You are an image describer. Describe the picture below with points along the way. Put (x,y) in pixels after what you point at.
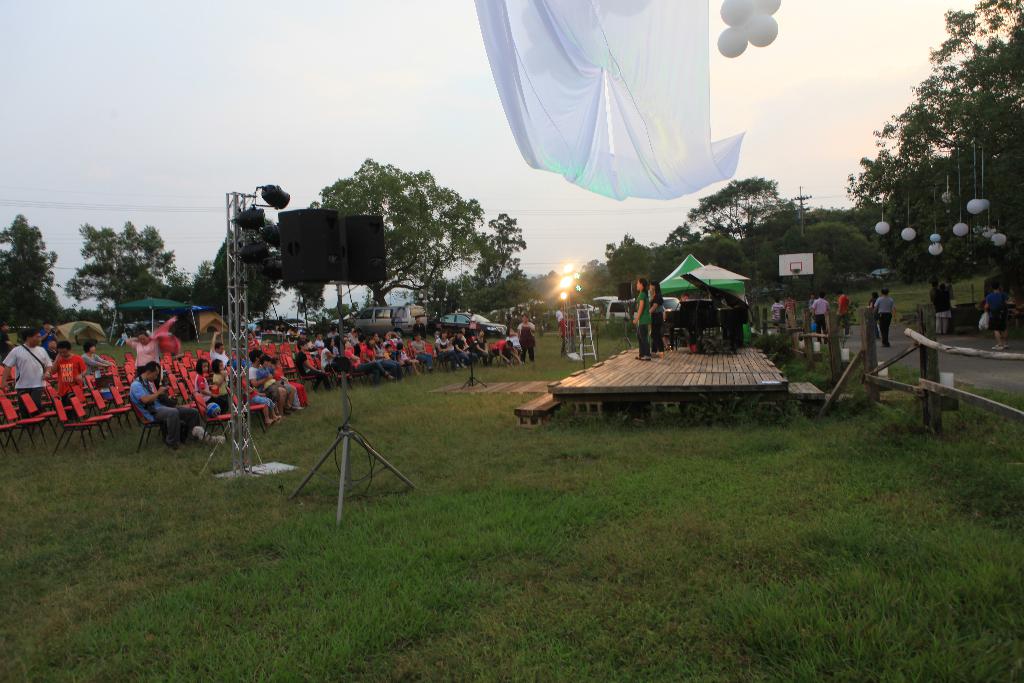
In this given picture, We can see stage (624,384) people (641,349) standing on it and few musical instruments (713,324) on it, a grass (365,389), a group of spectators (31,336) sitting in chairs (171,360) few are standing after that, We can see speakers (350,260), couple of trees (501,253), a light (563,282), and a ladder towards right (806,258), We can see a basketball court (811,270) and few lights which are hanging next, We can see a boundary fencing (872,335) which is build with a wooden sticks (930,357).
